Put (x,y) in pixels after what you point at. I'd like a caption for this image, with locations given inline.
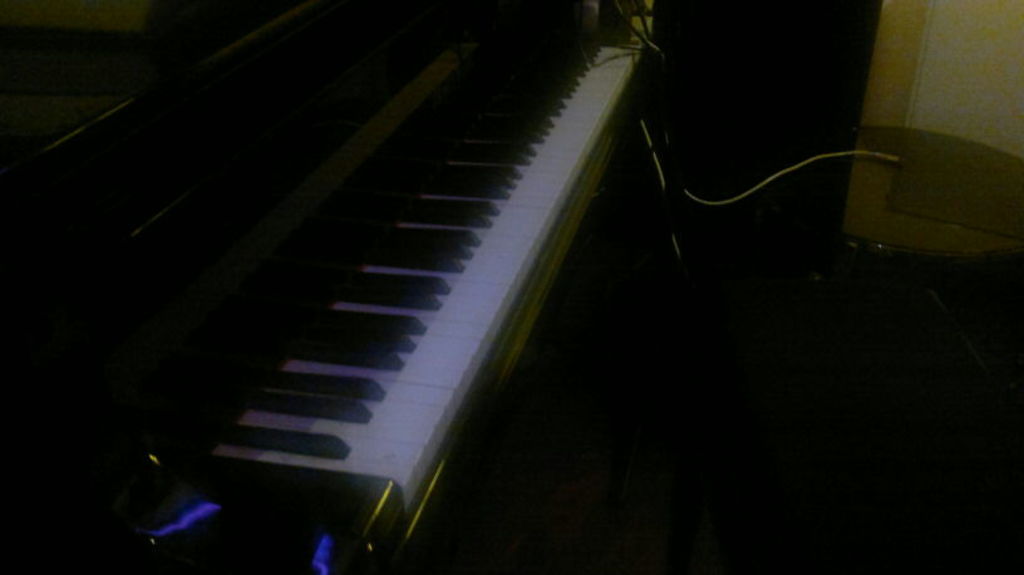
In this image we can see a piano (237,296), cable (656,166), table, and a wall (901,85).
